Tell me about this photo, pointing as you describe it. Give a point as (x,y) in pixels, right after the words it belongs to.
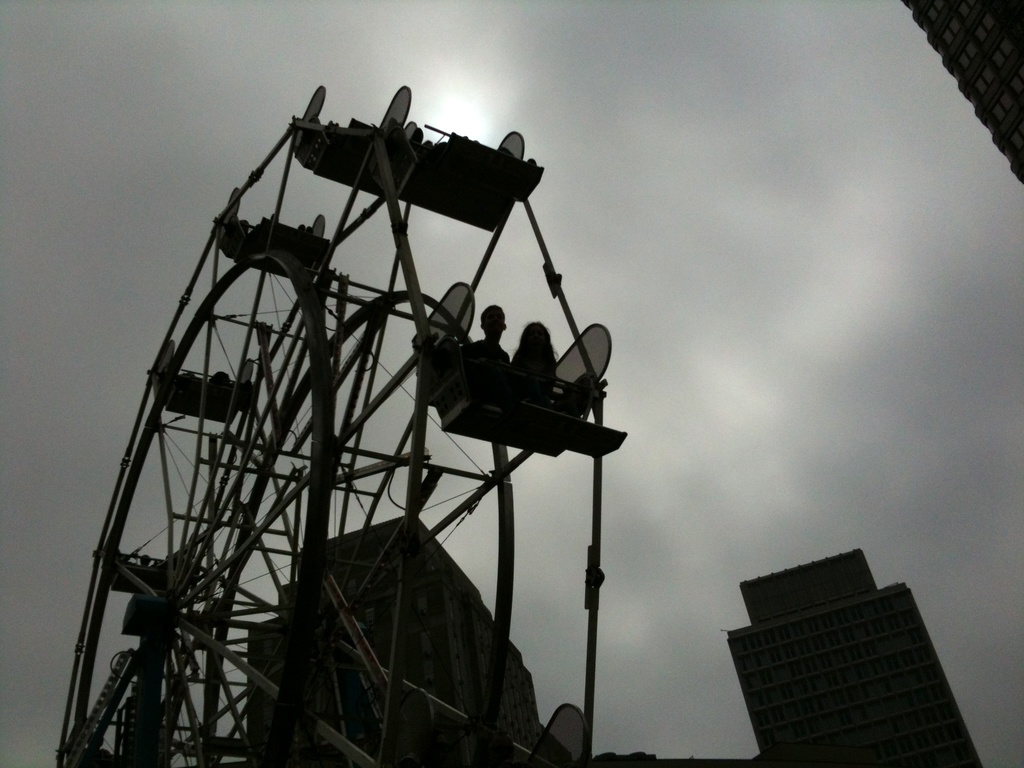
In this image we can see some people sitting in a Ferris wheel (219,652). On the backside (764,623) we can see some buildings (851,587) and the sky (781,524) which looks cloudy.
